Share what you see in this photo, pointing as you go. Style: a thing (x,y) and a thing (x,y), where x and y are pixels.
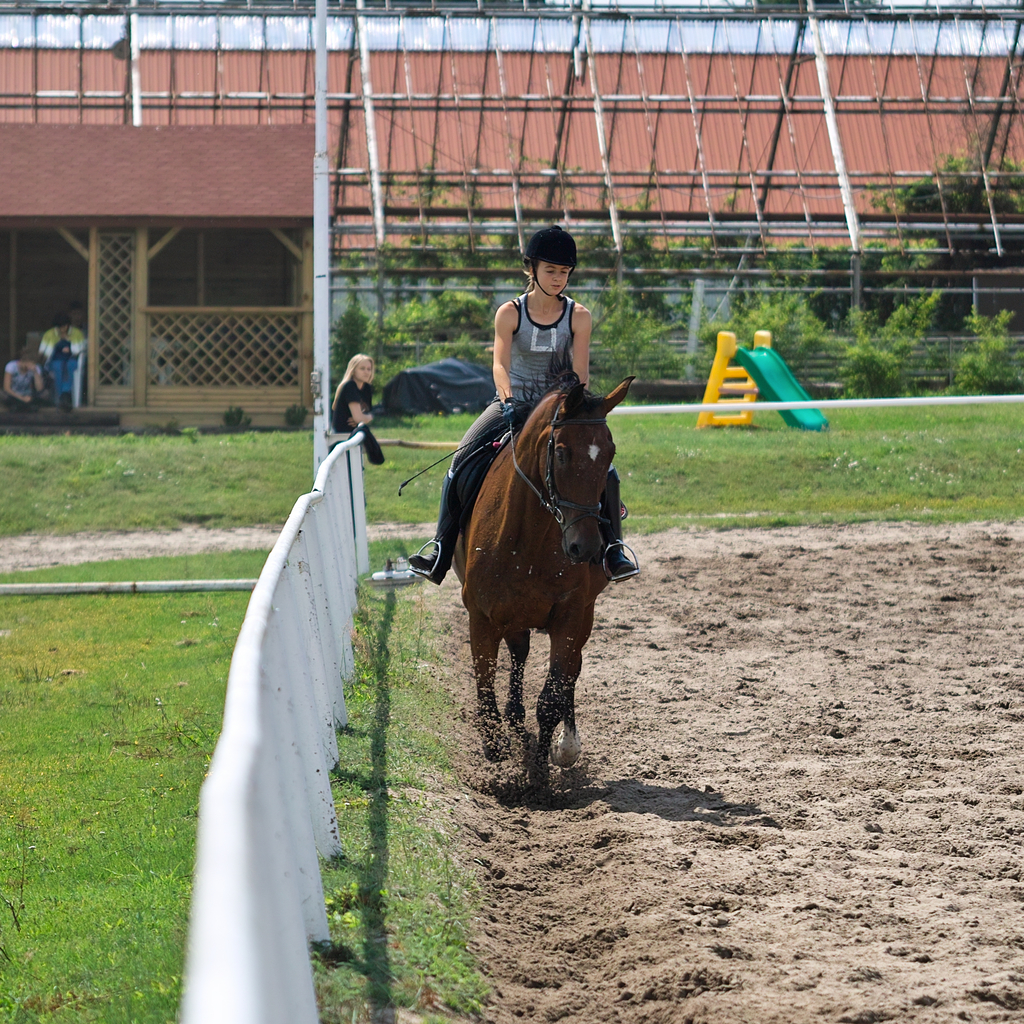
In the picture we can see a muddy surface (570,954) on it, we can see a person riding the horse (497,476) and beside it, we can see a railing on the grass surface (619,437) and in the background (362,21), we can see a shed (408,153) and some plants (339,355) near it on the path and some persons (16,375) also sitting and one person (363,399) is standing.
